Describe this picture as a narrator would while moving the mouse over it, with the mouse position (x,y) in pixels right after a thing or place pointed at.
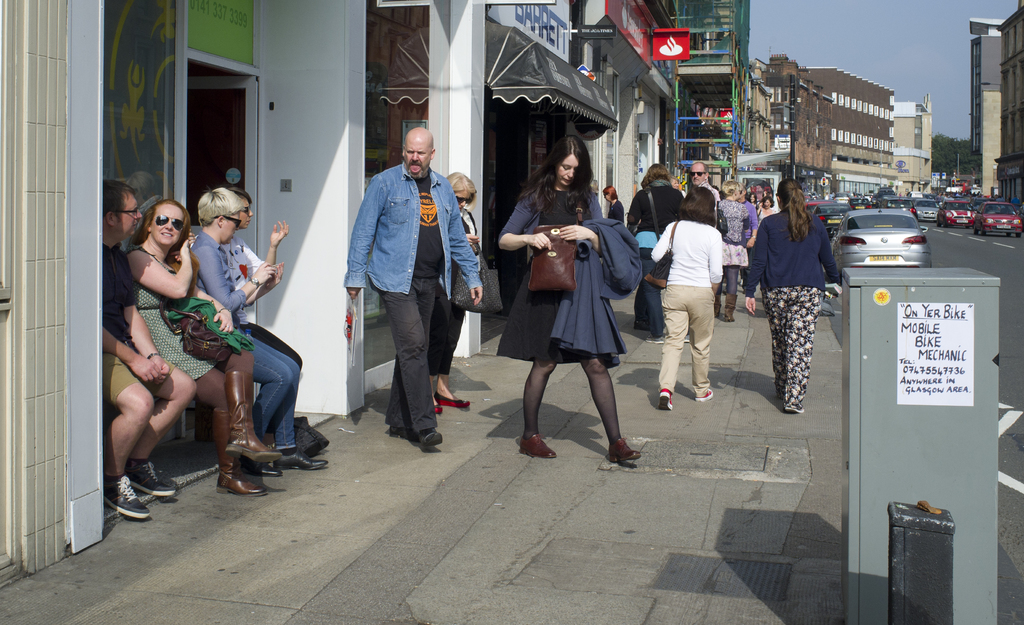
In this image in the front (925,449) there are objects (901,473) which are black and grey in colour and there is a poster (935,353) on the object (928,407) which is grey in colour with some text (936,362) written on it. In the center (404,277) there are persons (171,293) sitting and walking. In the background (638,135) there are buildings (655,91), cars (1021,220), boards (547,31) with some text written on it and there are persons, there are trees (933,142) and at the top (858,35) we can see sky (902,41).
